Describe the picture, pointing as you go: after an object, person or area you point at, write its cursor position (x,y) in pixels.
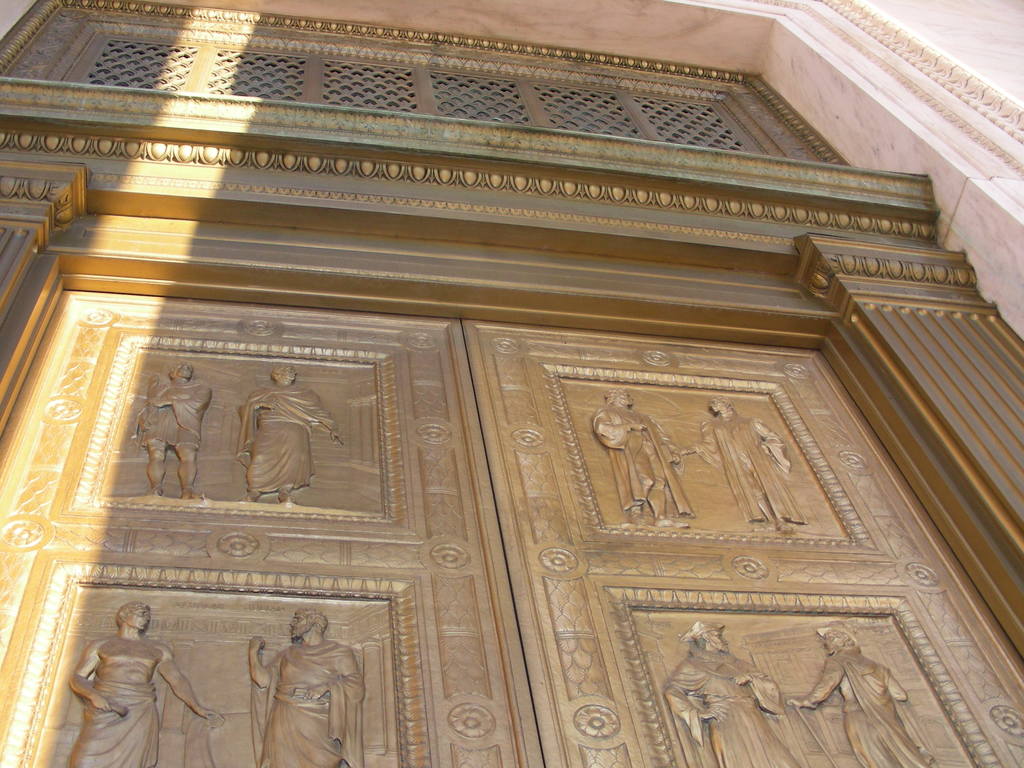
In this image we can see the sculptures (675,469) of people (675,469) on the doors (315,637). There is a wall (1000,175) in the image.
